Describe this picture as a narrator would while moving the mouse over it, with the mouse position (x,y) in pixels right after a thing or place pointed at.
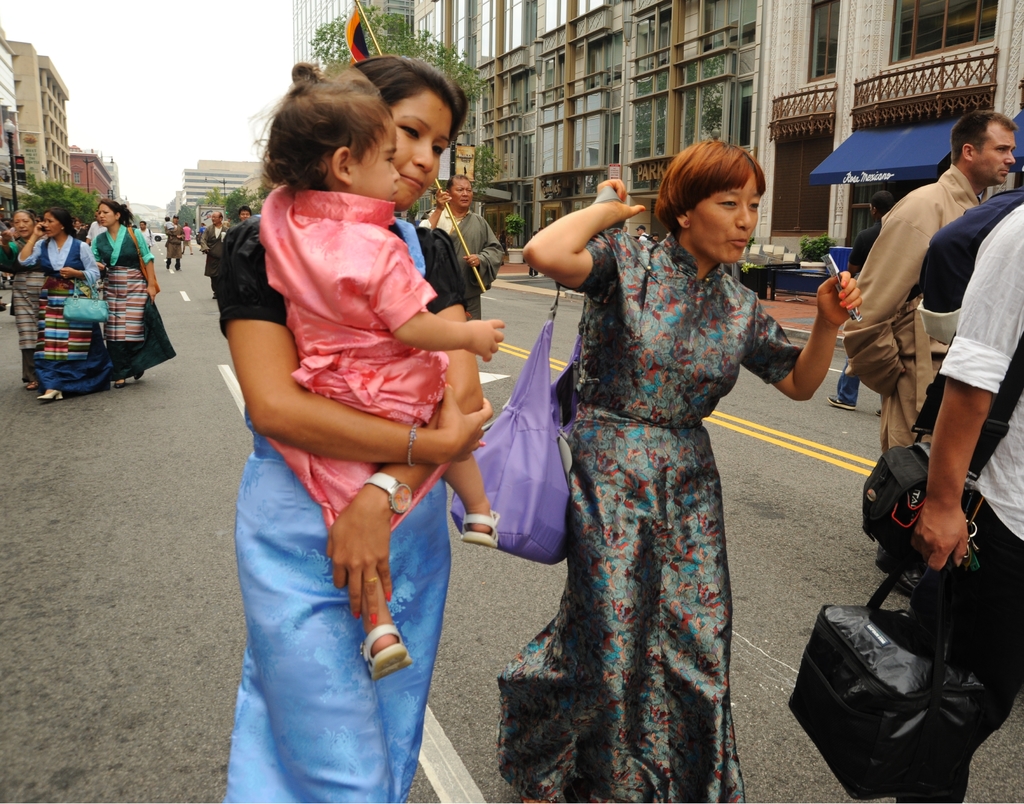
In this picture I can see people (626,468) on the road (783,574). I can see the buildings (484,207). I can see trees (189,208).
